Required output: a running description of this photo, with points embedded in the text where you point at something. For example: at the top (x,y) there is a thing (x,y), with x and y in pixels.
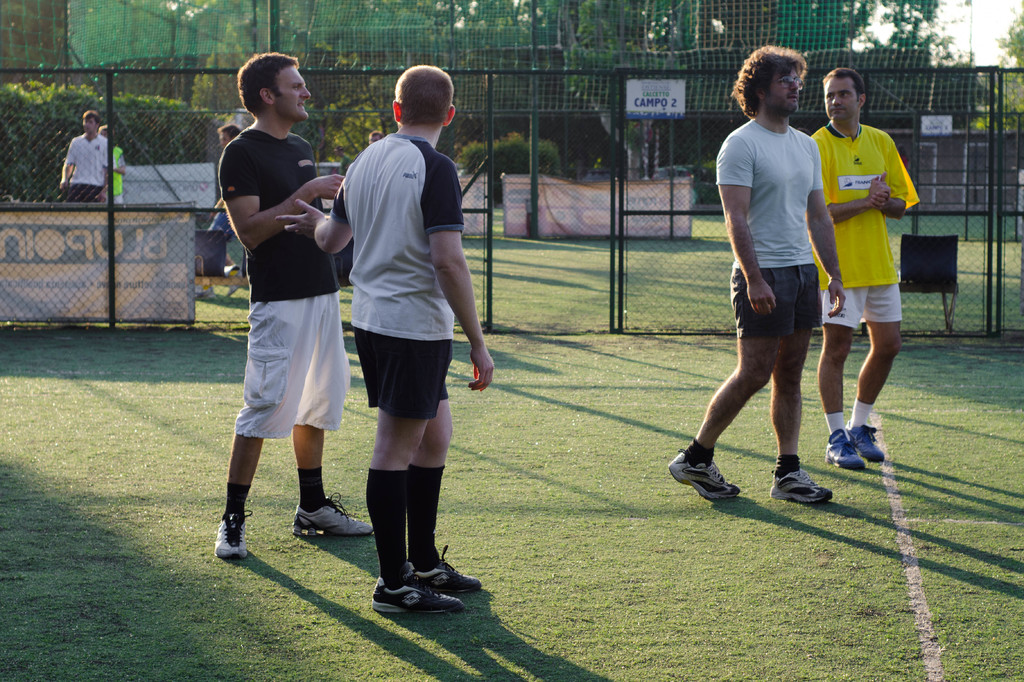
In the image there are four men (338,305) in shorts (772,331) and t-shirt (242,150) standing on the grass land (684,521) with shoe (812,485) to their feet (858,441), in the back (214,48) there is fence (656,65) followed by many trees (47,117) in the background (37,90), few people (117,176) standing on the left side (92,154).
